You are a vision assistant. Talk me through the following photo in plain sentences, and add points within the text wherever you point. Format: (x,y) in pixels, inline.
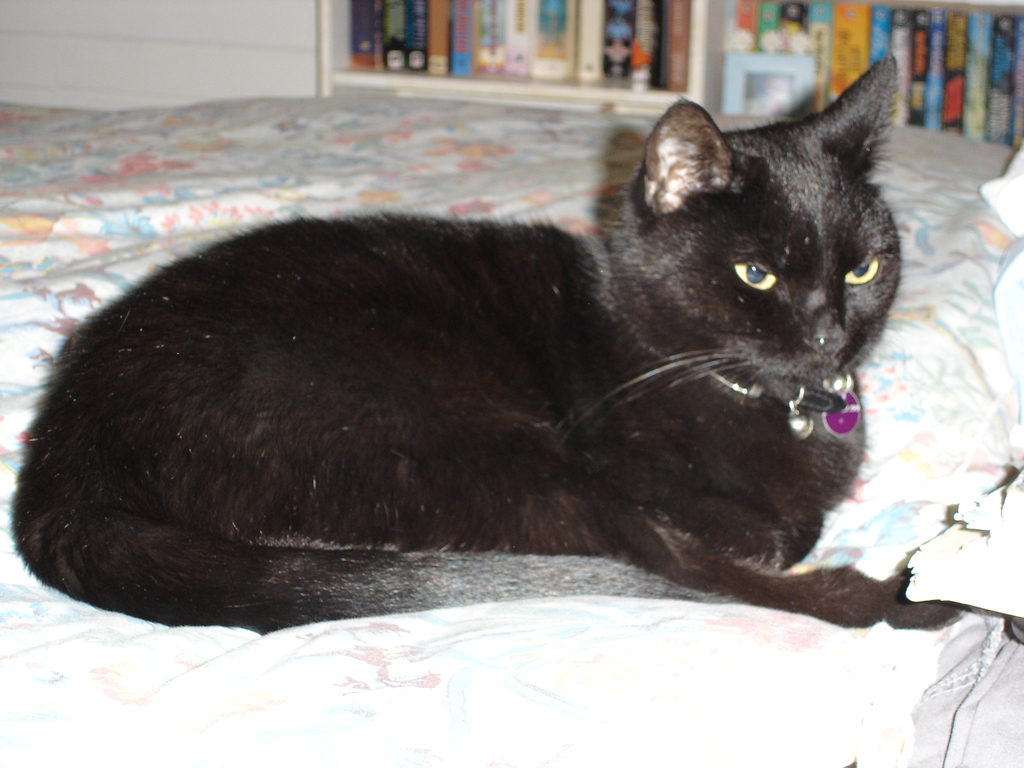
In this image there is a black color cat (294,418) lying on the bed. In the background (526,58) there are shelves (700,19) in which there are books (669,38). On the right side (981,541) it looks like a pillow (952,571).
